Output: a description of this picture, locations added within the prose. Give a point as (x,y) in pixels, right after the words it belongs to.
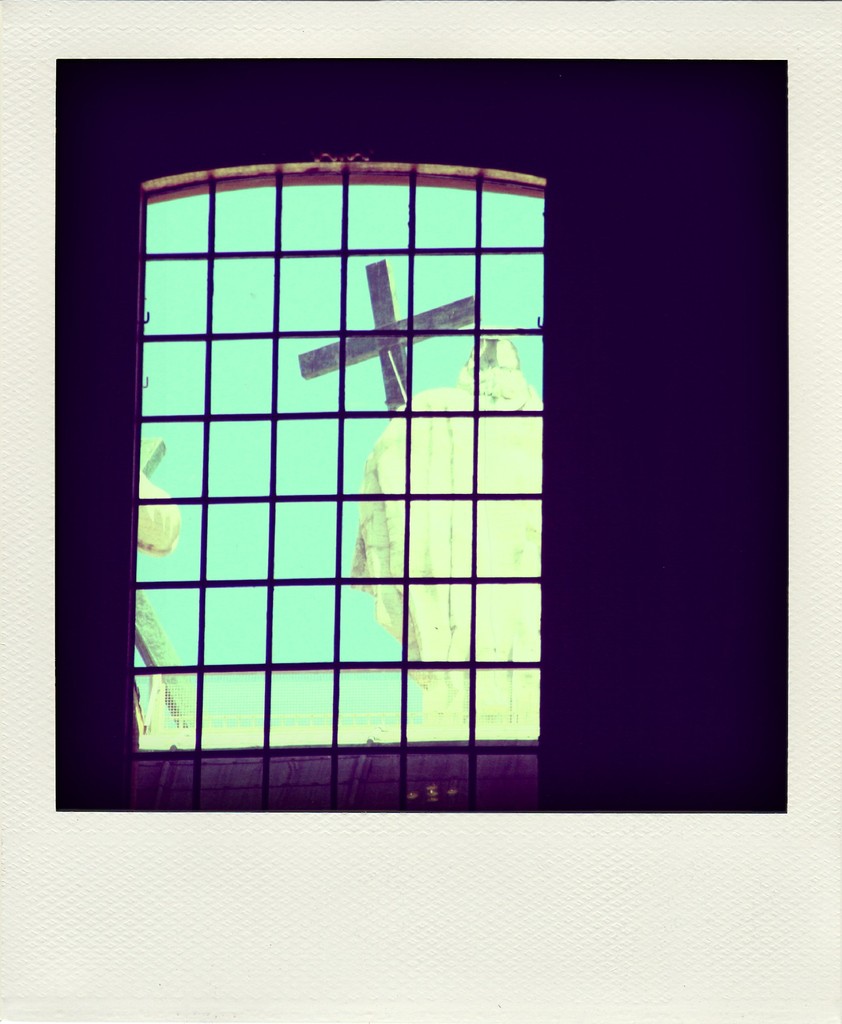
In this picture we can see grille window (397,580), through this grille window (412,596) we can see cross symbol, sky (462,361) and objects (420,613). We can see white color borders (563,5) in this image.
